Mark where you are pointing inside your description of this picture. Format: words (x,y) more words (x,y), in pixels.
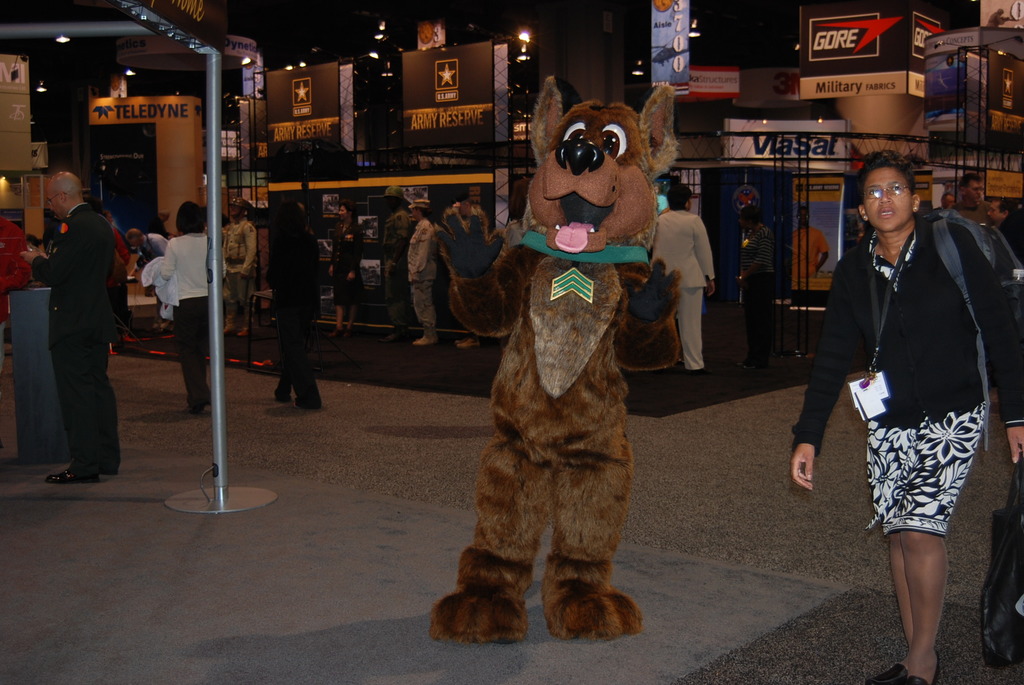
In this picture I can observe a person (547,405) wearing a costume (531,295) of an animal (598,398). There are some people (91,254) walking in the background (18,248). I can observe a pole (218,343) on the left side (220,318).
